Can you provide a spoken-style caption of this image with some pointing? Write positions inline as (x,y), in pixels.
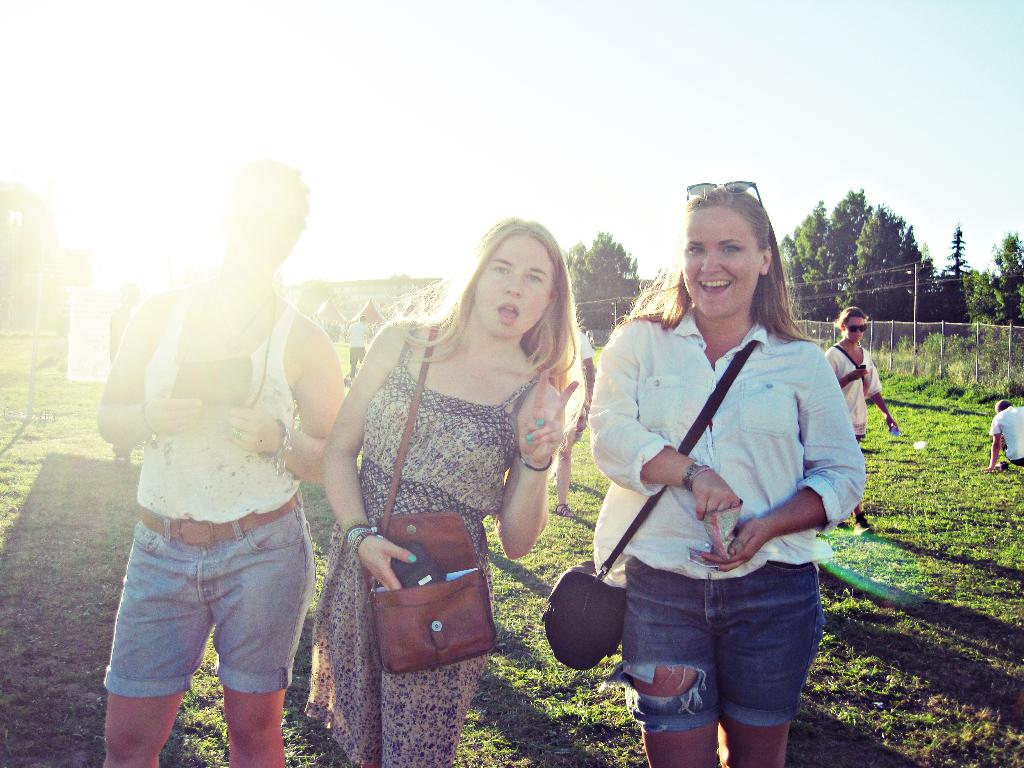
In this image, in the middle (456,377), we can see three people (314,375) are standing on the grass (528,612). In the background (791,280), we can see a group of people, net fence (967,338), electric pole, electric wires (847,282), trees (809,280), plants (1001,339). In the background (110,148), we can also see white color. At the top (757,83), we can see a sky (906,63), at the bottom (908,521), we can see some plants (1016,715) and a grass (6,634).
